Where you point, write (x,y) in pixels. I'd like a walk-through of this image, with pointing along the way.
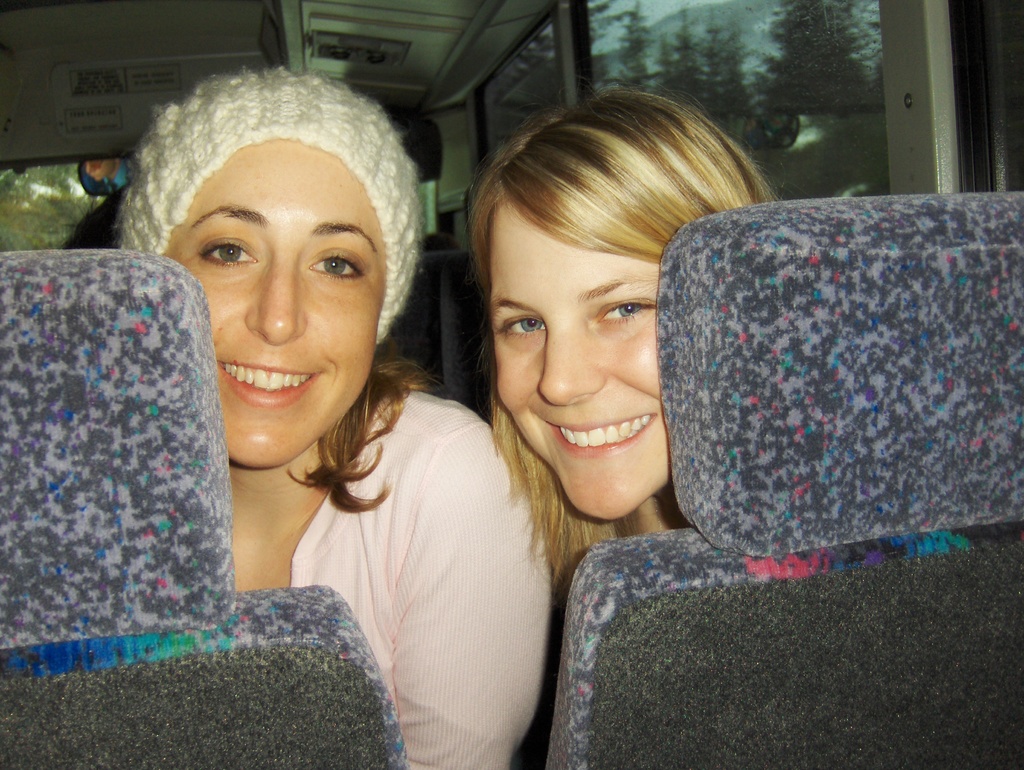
This image is clicked inside a vehicle (146,32). There are two women (419,575) sitting on the seats (625,610). They are smiling. Beside them there are glass windows (670,50) to the vehicle (486,62). Outside the windows (742,70) there are trees (61,201).
